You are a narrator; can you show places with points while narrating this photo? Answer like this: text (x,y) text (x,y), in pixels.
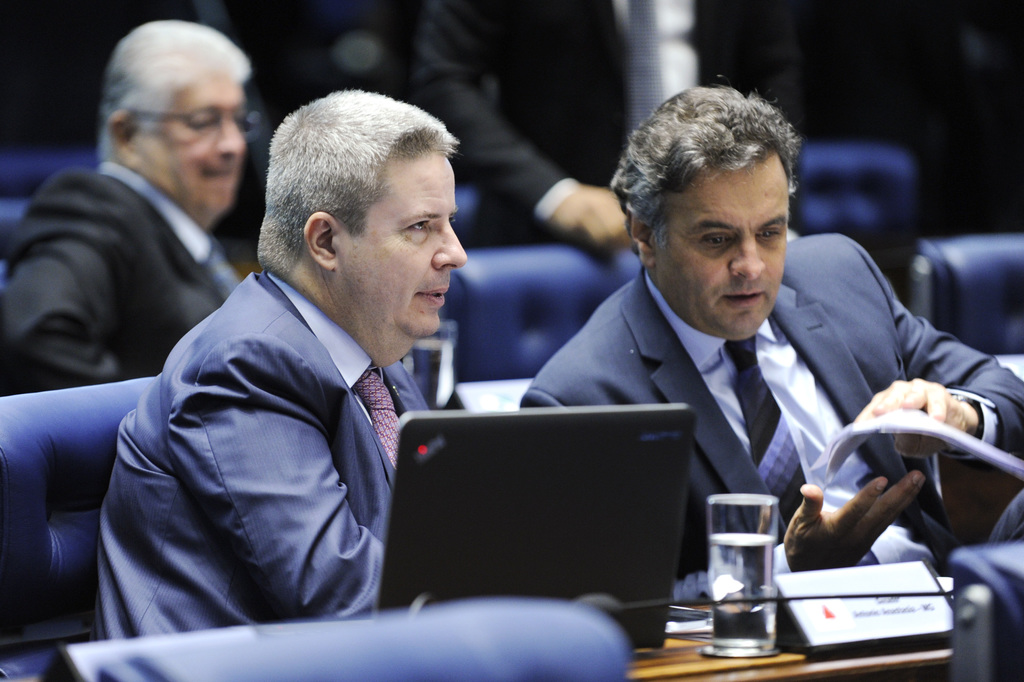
In this image we can see persons (618,334) sitting on the couches (541,257) and tables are placed in front of them. On the tables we can see laptop (631,461), glass tumblers (758,508) and name boards (888,566).
